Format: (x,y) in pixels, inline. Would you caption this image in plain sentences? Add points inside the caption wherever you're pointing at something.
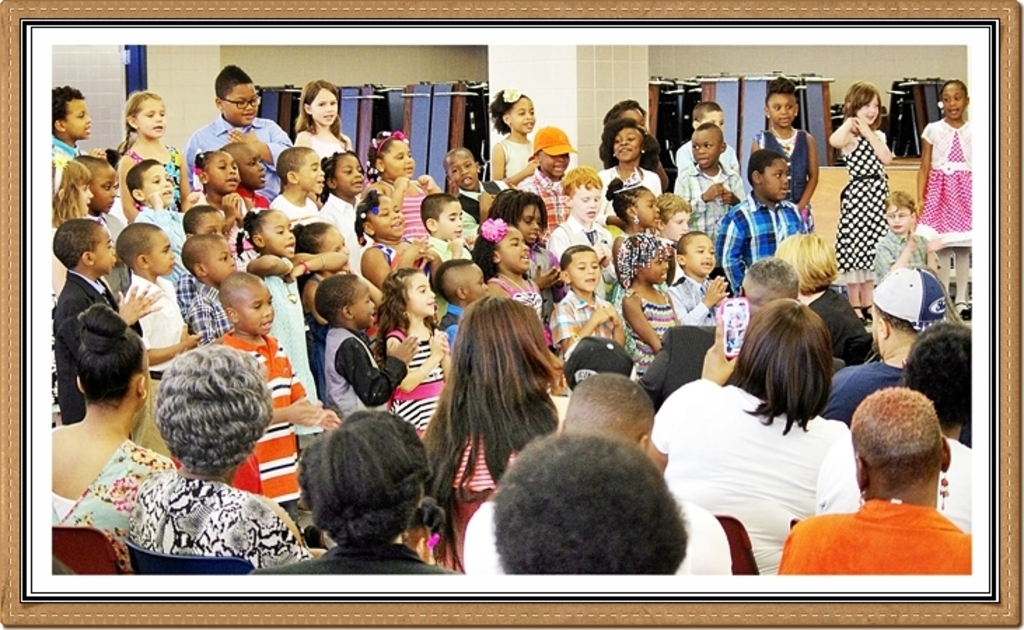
In this picture I can see a group of people (233,442) are sitting, at the bottom (501,498). In the middle (417,395) I can see a group of children (471,290).
